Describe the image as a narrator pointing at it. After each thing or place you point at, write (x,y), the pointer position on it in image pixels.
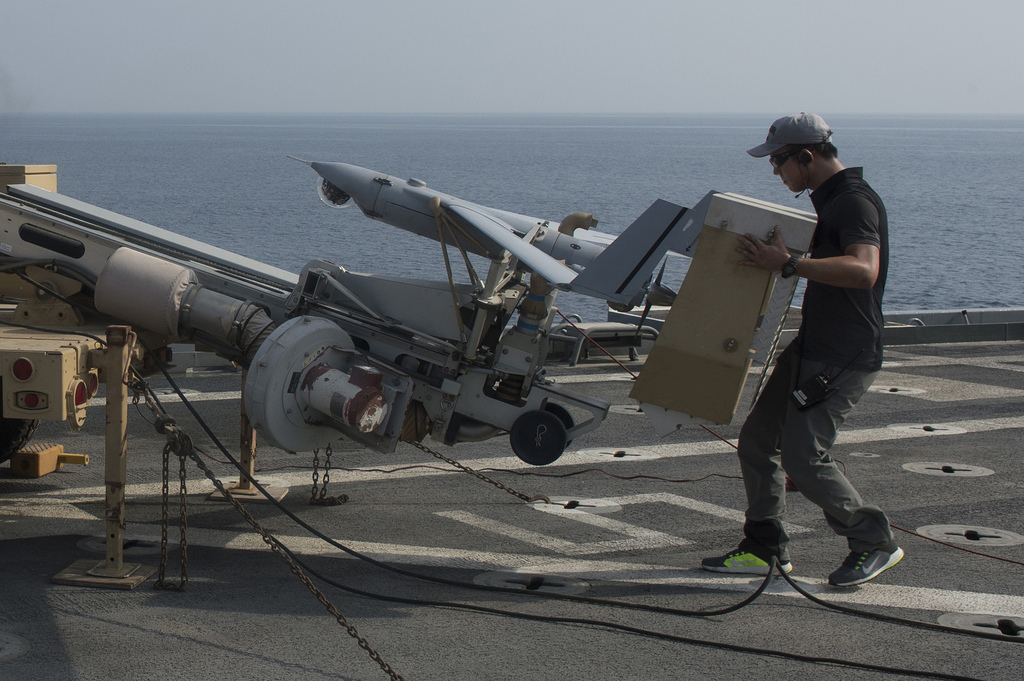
In this image there is a person (796,349) holding an object (768,291) is walking towards a launcher (470,382), on the launcher (447,326) there is a drone (631,250) on the ship (407,459), beside the ship (589,381) there is water (173,176).
